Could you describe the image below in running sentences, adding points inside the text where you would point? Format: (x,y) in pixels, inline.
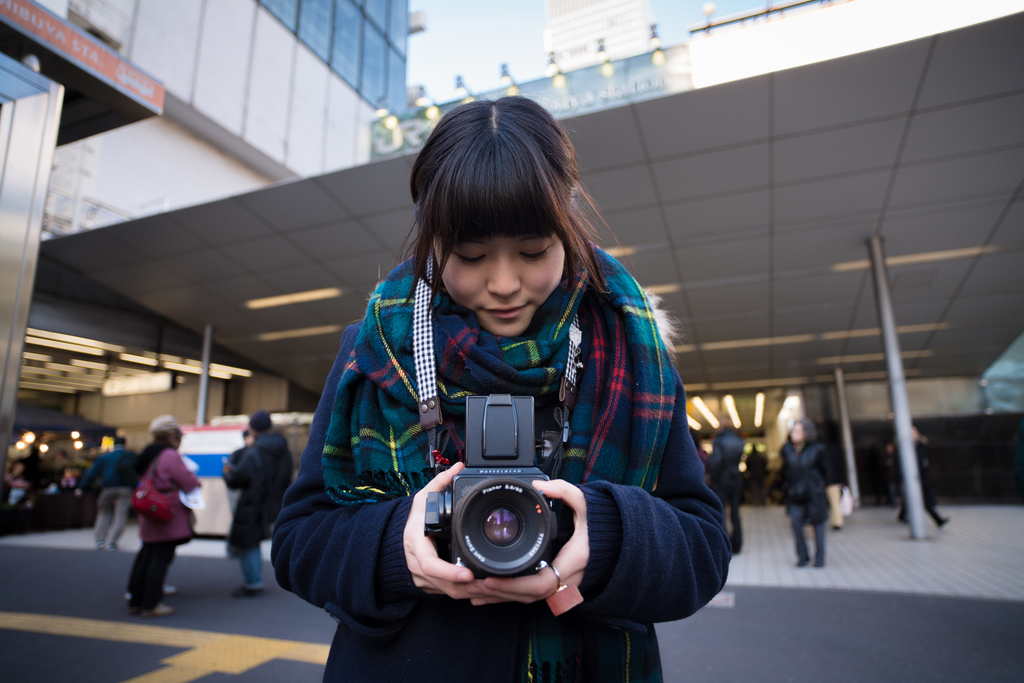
In this image I can see a person (494,317) holding the camera (489,521) and she is wearing the scarf (607,396). In the back ground (796,542) I can see few people (736,442) are standing in-front of the building (701,211). To the building (120,53) there is a board (58,43).
